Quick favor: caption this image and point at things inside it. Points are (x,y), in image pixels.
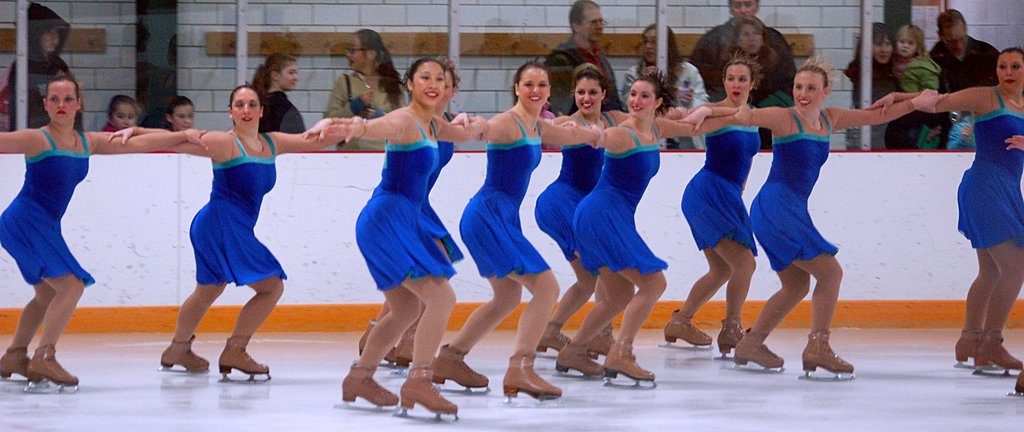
In this image these ladies (483,272) wearing blue dress (69,269) and skating on ice (722,400), in the background (960,34) there are people (354,51).
